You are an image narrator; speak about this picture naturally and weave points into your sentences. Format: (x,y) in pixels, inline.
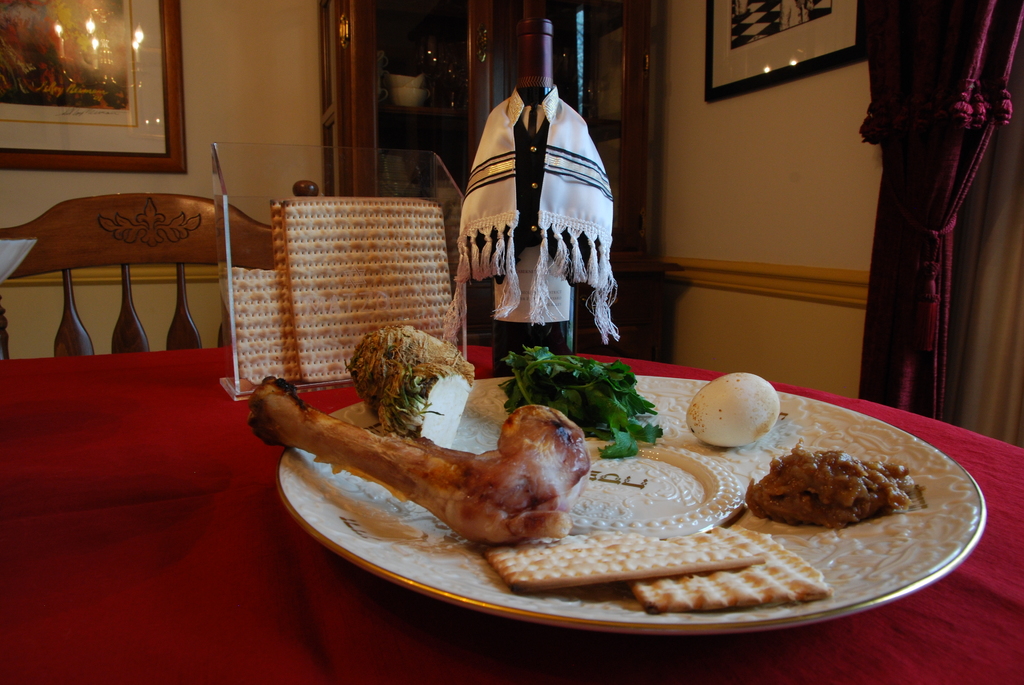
At the bottom of this image (620,560), there are two biscuits (644,559), leaves (626,403), a bone (568,417), an egg (706,422) and other food items (469,376) placed on a white color plate (323,484). This plate (913,450) is placed on a red color cloth (164,493), on which there are biscuits (245,269) placed on a shelf (339,171) and a bottle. This cloth (209,381) is on a table (103,375). In the background (78,328), there is a chair (70,317) arranged, there are two photo frames (802,32) attached to the wall (220,48), a cupboard (430,42) and there are two curtains (956,145).
